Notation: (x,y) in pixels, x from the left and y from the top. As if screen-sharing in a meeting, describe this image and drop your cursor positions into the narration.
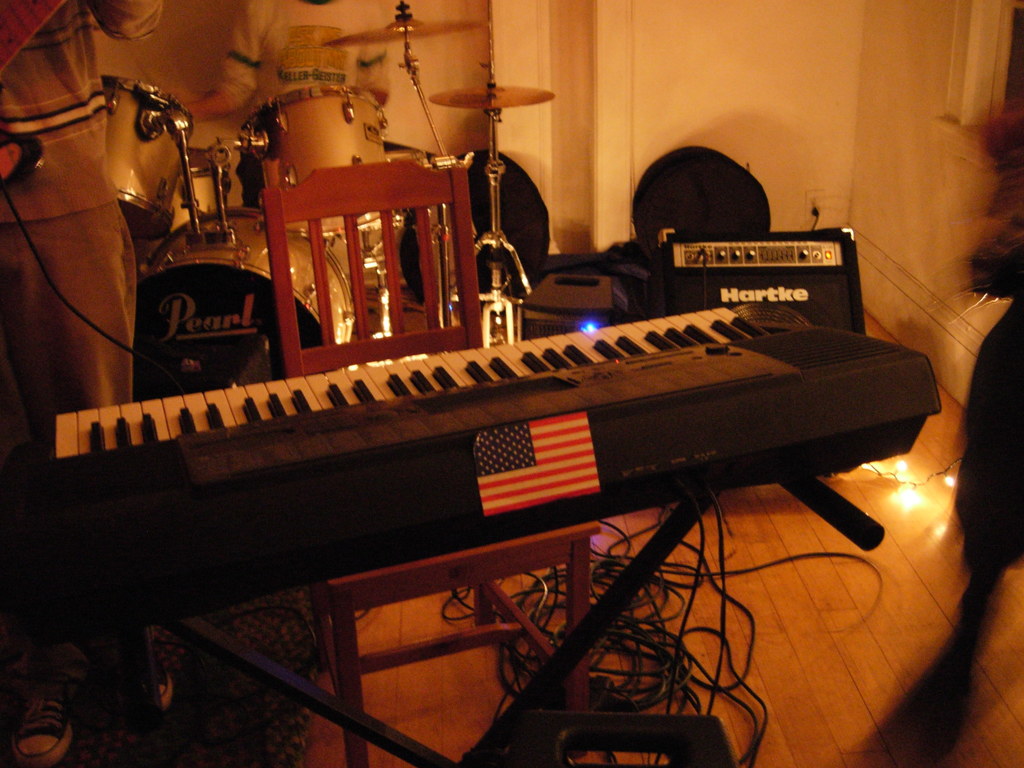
In the image in the center (453,365) we can see keyboard (407,360) on stand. On left side (44,167) we can see one person (44,220) standing. On back we can see few musical instruments (485,317), wire (659,659), light (886,471) and wall (759,98).
